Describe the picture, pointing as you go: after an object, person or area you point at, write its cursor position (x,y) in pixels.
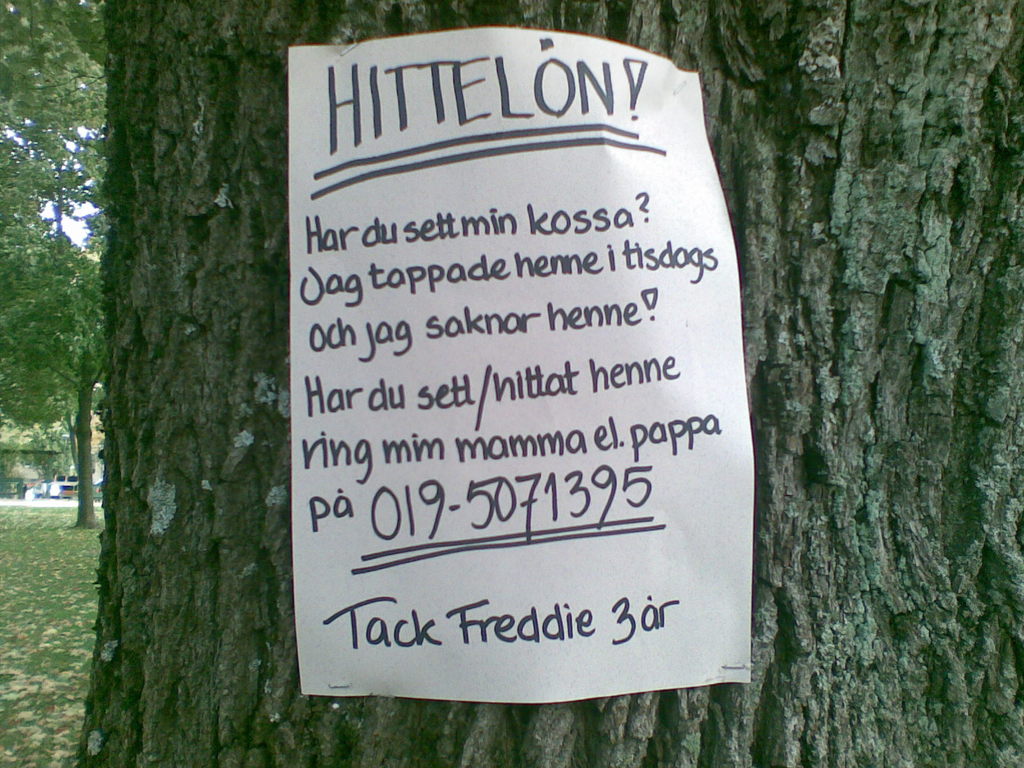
In front of the image there is a paper (399,291) with some text (546,394) and numbers (446,501) on the trunk (253,640) of a tree (928,223). Behind the trunk (220,257) there are trees (59,158), buildings (18,468) and cars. At the bottom of the image (76,589) there is grass (57,761) and dried leaves (77,618) on the surface (37,571).
